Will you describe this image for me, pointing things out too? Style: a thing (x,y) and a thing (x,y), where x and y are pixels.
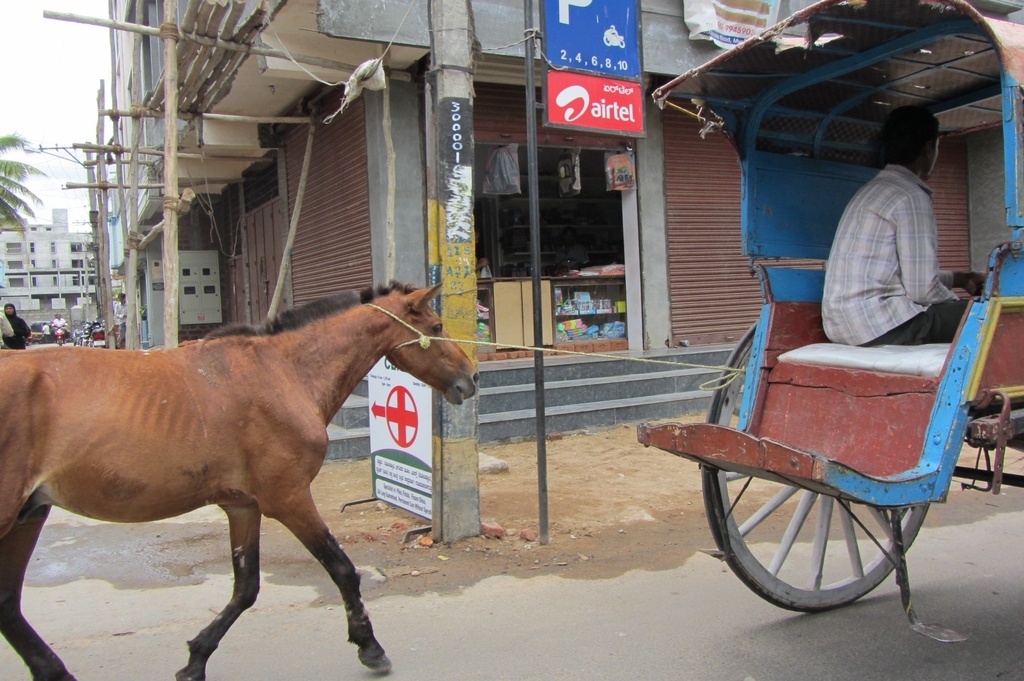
In the picture we can see a house building (670,62) with a shop (502,317) to it near it we can see a pole (531,3) with a board (604,79) and near it we can see a road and on it we can see a cart (984,117) with a man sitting in it and a horse (62,401) behind it which is tied to the cart (991,102) and the horse (80,408) is brown in color and behind it we can see a building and a part of tree (5,196) and a sky (34,160).
